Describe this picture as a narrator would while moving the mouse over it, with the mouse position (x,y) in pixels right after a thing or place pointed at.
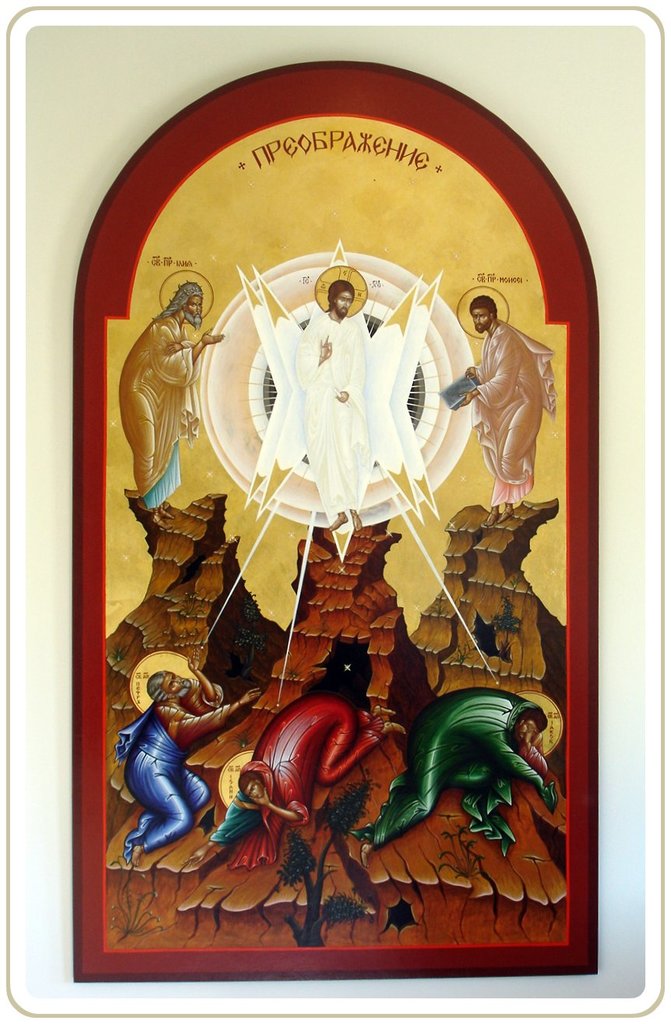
In this image there is a photo frame (336,561), there are persons (322,396) in the photo frame (309,602), there is text (262,155) on the photo frame (281,268), at the background of the image (45,126) there is a wall (636,912).
